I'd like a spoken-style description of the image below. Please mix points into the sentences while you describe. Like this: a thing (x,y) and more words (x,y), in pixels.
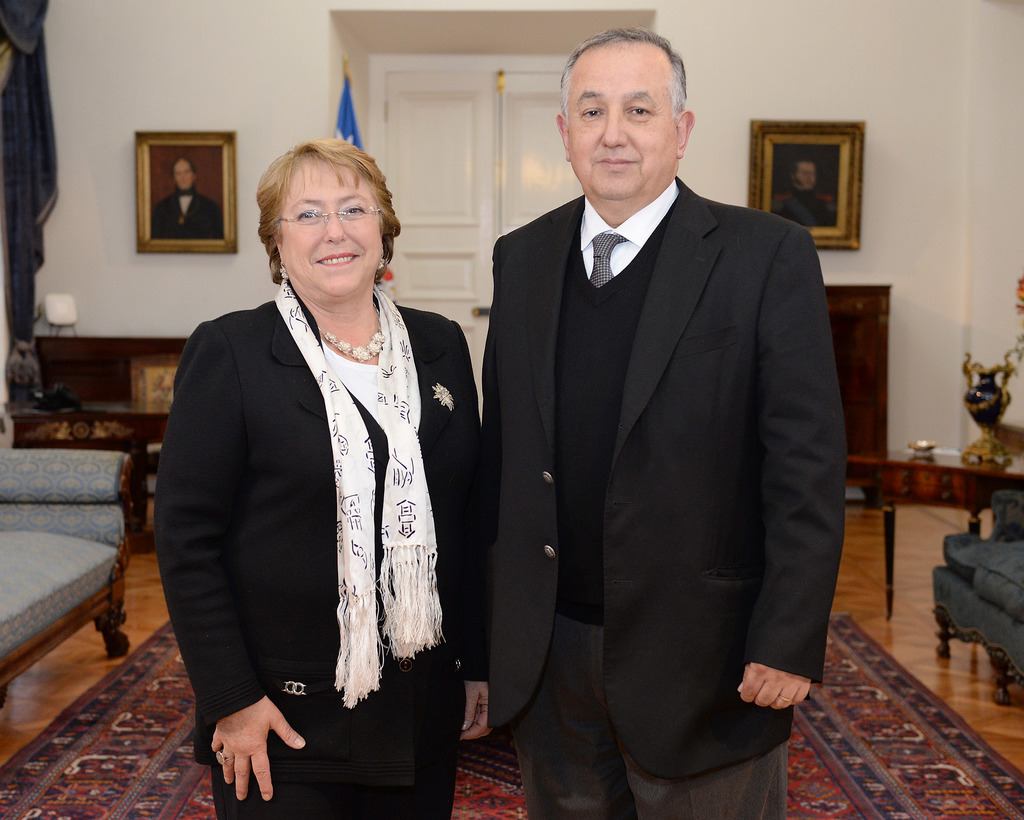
In the foreground of this image (537,520), there is a couple (439,607) in black color dress (541,615) standing on the floor (153,597). In the background (898,683), we can see couches (90,576), carpet (123,696), floor (138,610), table (956,483), flower vase (980,441), photo frames (786,177), a flag (343,110), wall (214,74) and the door (461,128).
